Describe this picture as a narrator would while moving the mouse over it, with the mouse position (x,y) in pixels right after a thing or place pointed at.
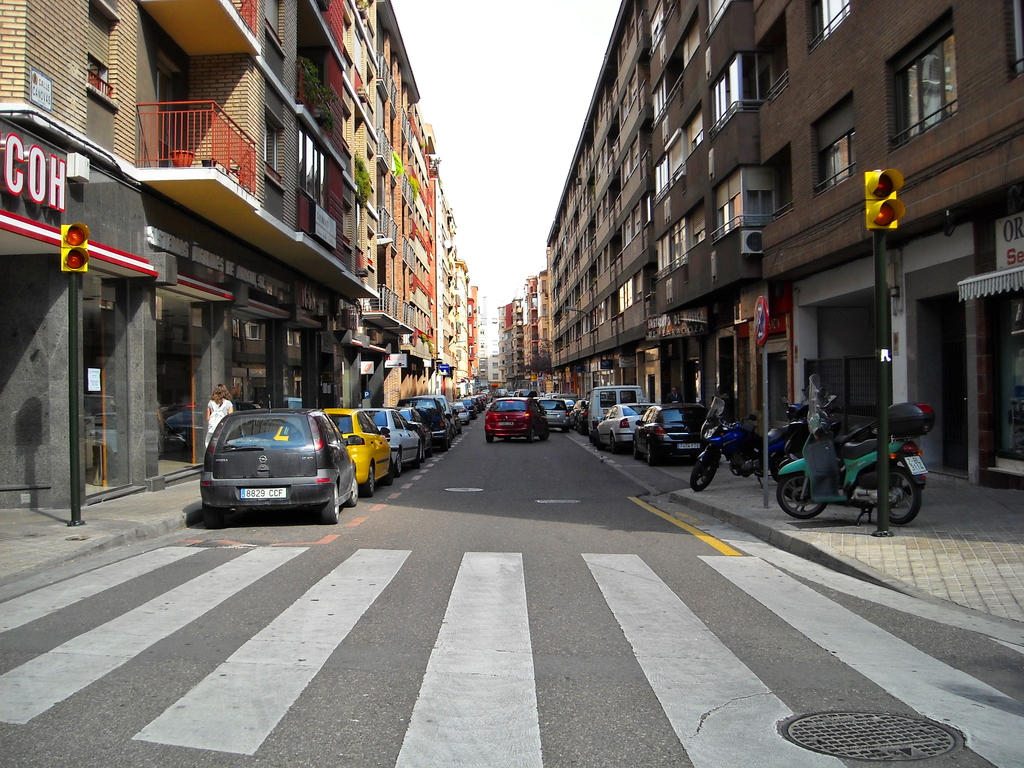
This is the road (558,591), on the left side (265,458) few cars (322,484) are parked on it. These are the buildings (433,205) on either side of this road (323,763).
